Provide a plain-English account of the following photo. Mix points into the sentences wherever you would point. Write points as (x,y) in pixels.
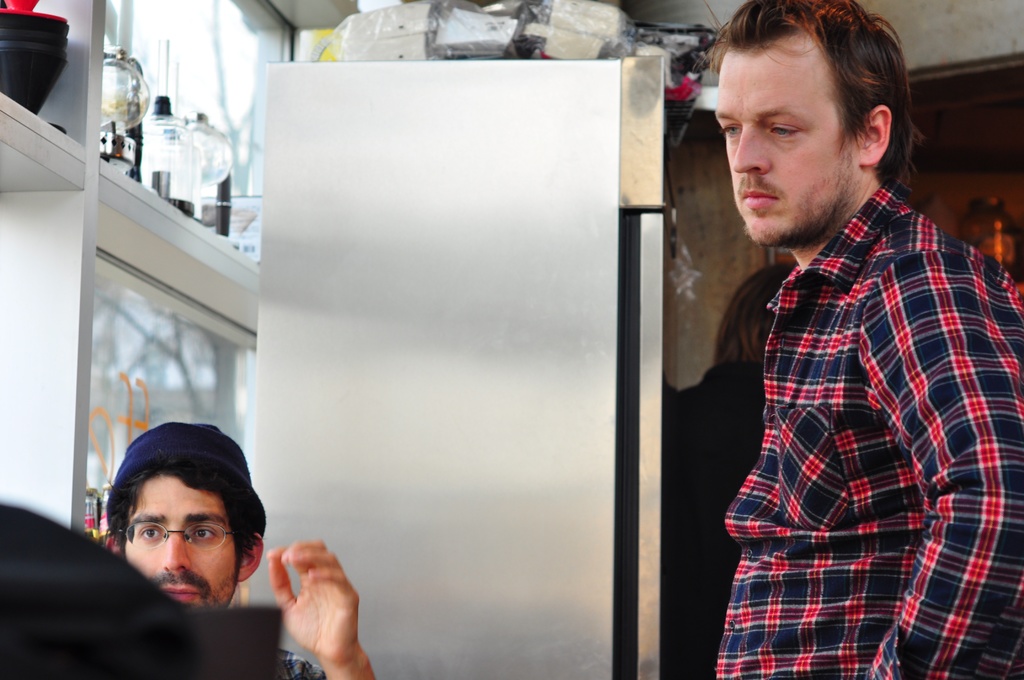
In-front of this glass windows (190,43) there are objects (189,134). Above the fridge (471,138) there are things (483,34). Here we can see three people (747,440).
